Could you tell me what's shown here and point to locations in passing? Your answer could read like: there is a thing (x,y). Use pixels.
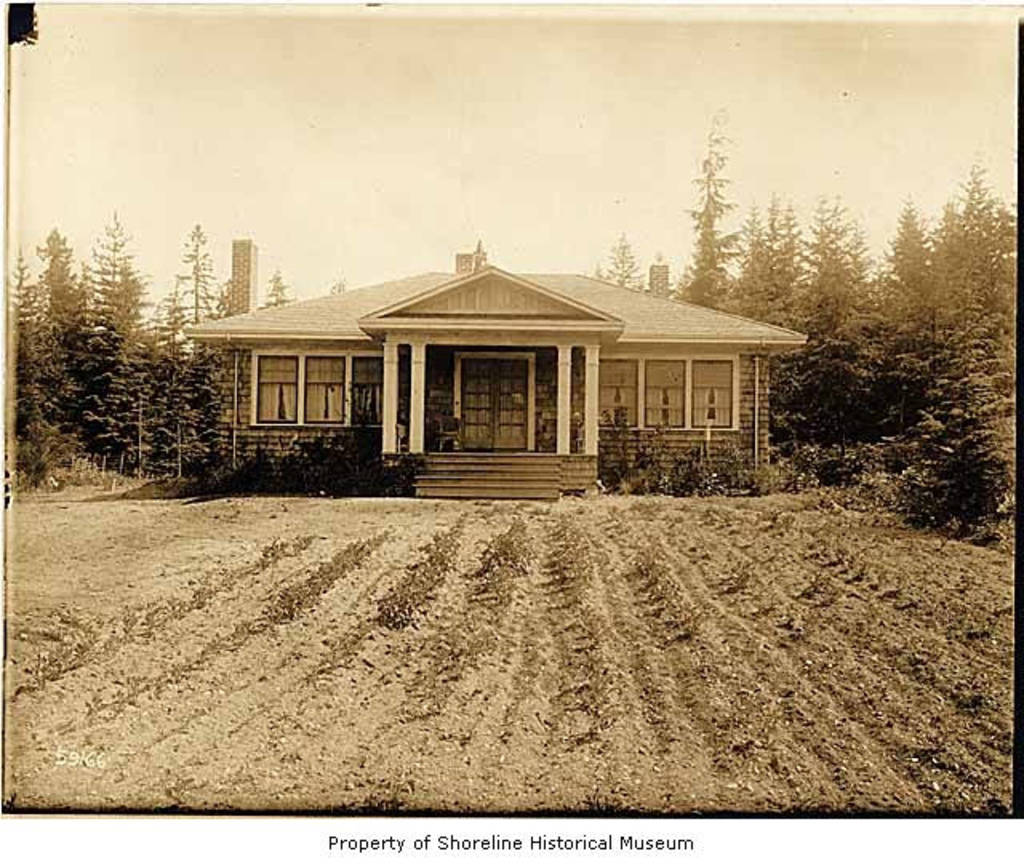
In this image I can see building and trees (190,318) and the sky (693,198) visible at the top (220,213).
